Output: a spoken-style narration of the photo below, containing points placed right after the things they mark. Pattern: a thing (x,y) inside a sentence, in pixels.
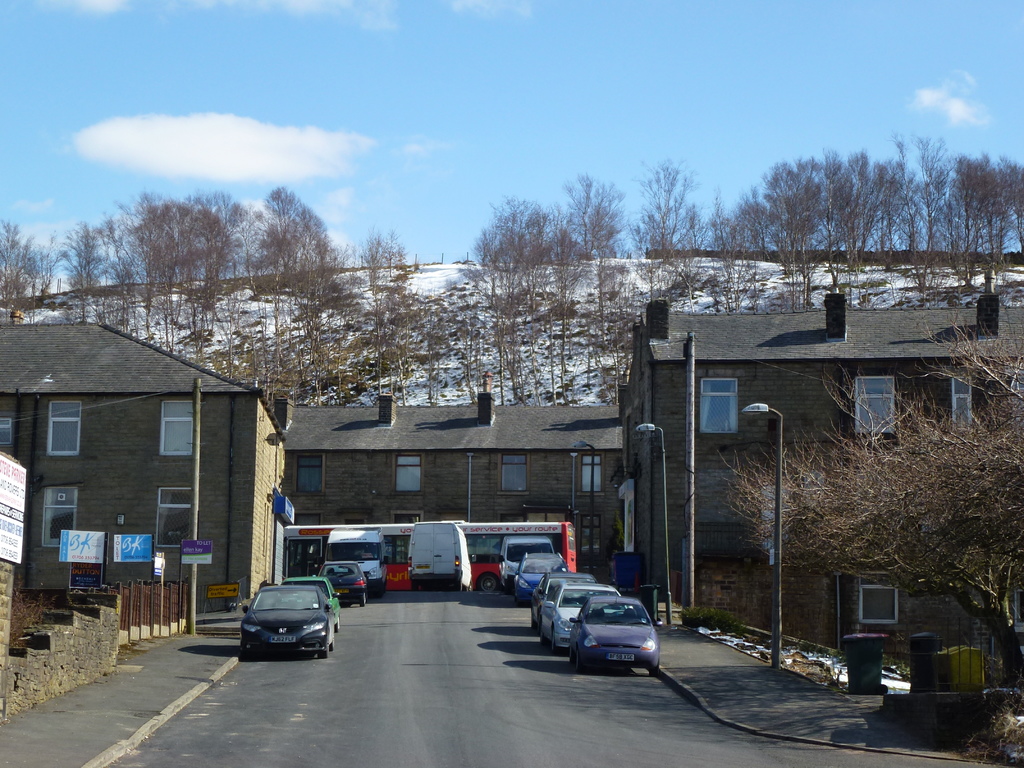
In this picture we can see vehicles (531,600) on the road (507,638), footpaths (182,657), poles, lights (662,444), posters (79,554), trees (811,515), snow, dustbin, buildings (582,420) with windows (164,427) and some objects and in the background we can see the sky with clouds (478,9).
